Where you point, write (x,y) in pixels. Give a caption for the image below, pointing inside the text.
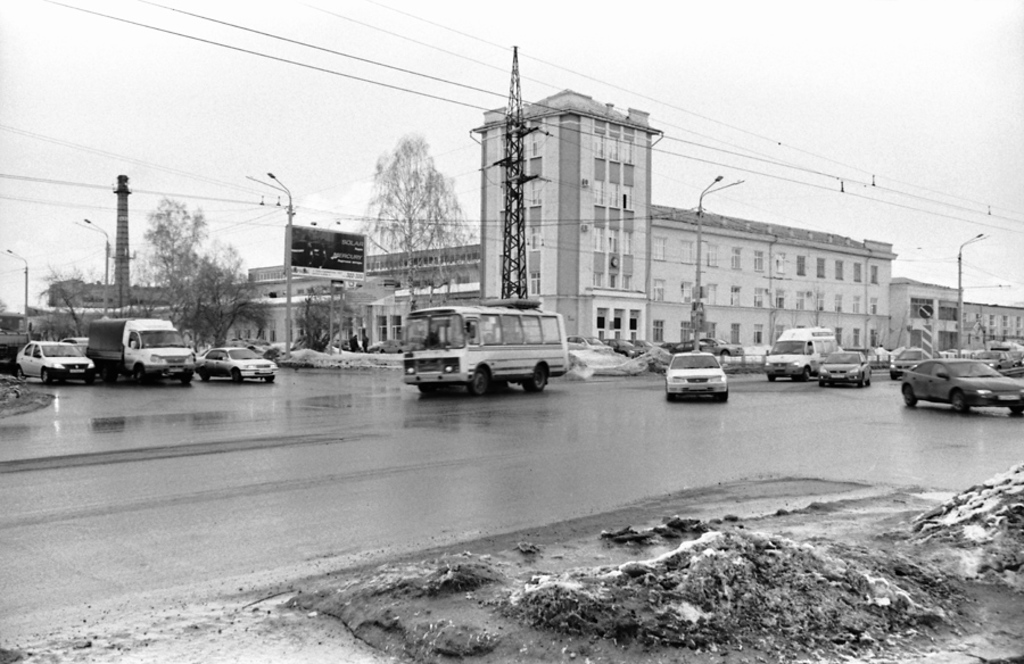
This is a black and white picture. In the foreground (592,527) there is dust (615,567). In the center of the picture (667,440) it is road (492,454), on the road (589,390) there are vehicles (489,371), street light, current poles (513,203), trees (310,311) and cables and hoarding (320,264). In the background (736,247) there is a building (605,265) and sky (554,36).
